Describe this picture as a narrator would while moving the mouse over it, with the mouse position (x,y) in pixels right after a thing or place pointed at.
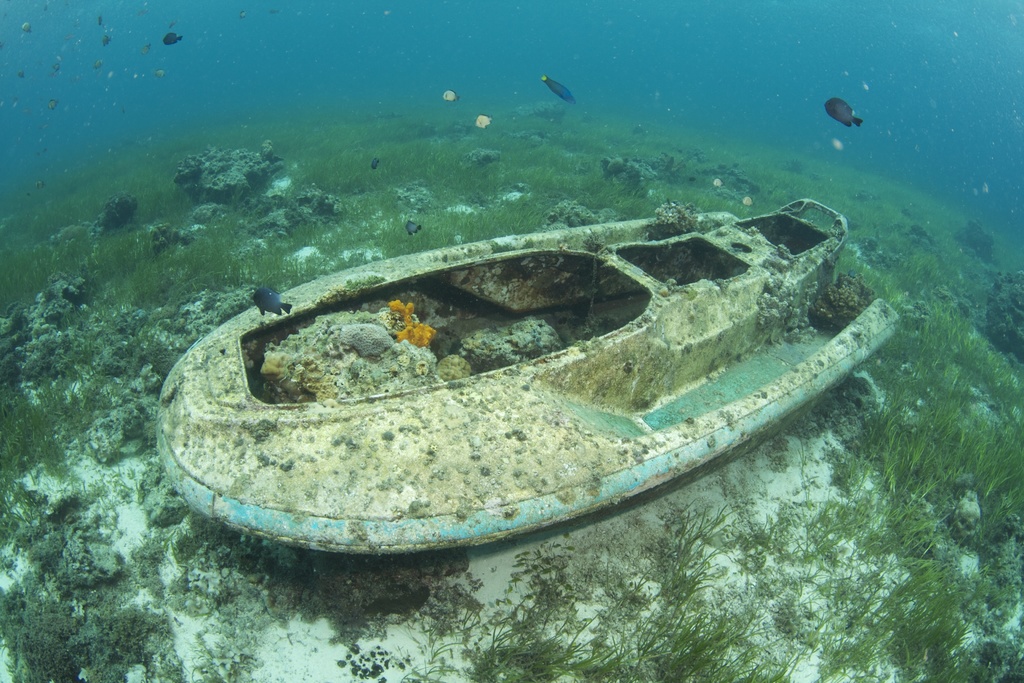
In this image we can see fishes (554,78) in the water (260,26) and we can see grass (237,282), plants (343,325) and a boat (376,486).
